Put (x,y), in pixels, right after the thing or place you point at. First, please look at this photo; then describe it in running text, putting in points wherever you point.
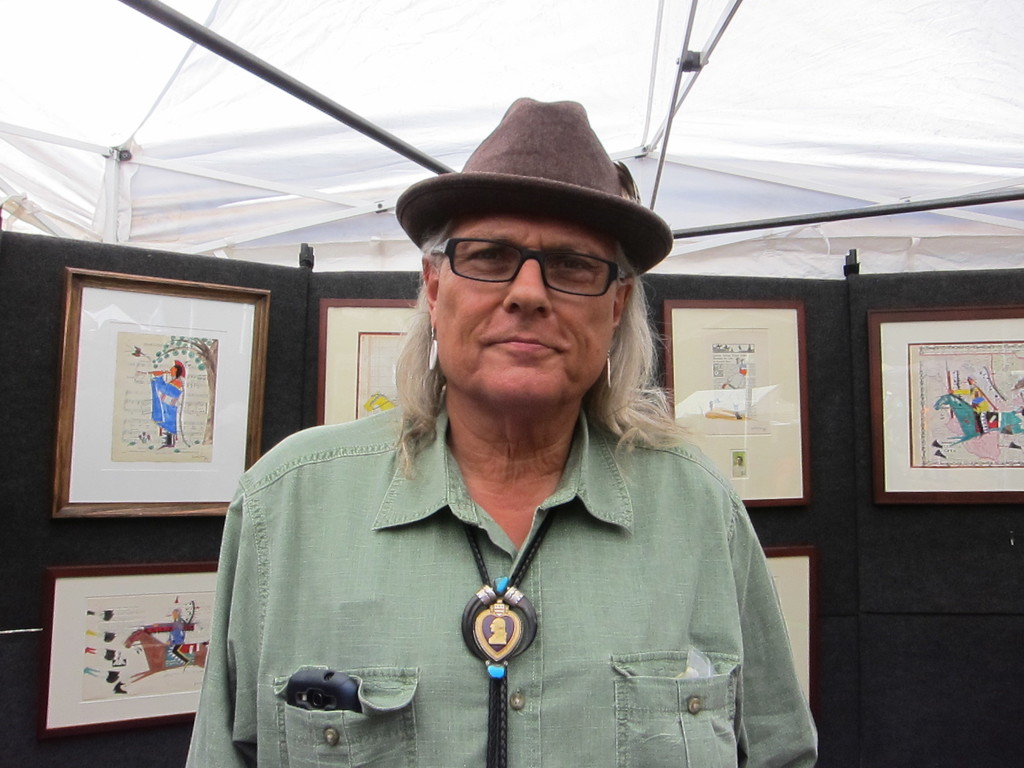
In the picture we can see a man (435,454) standing and he is in the green shirt (753,600) and long hair (404,452) and hat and behind them, we can see a wall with photo frames (924,340) and paintings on it and on top of it we can see a white color tent (307,116) with a rod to it.
